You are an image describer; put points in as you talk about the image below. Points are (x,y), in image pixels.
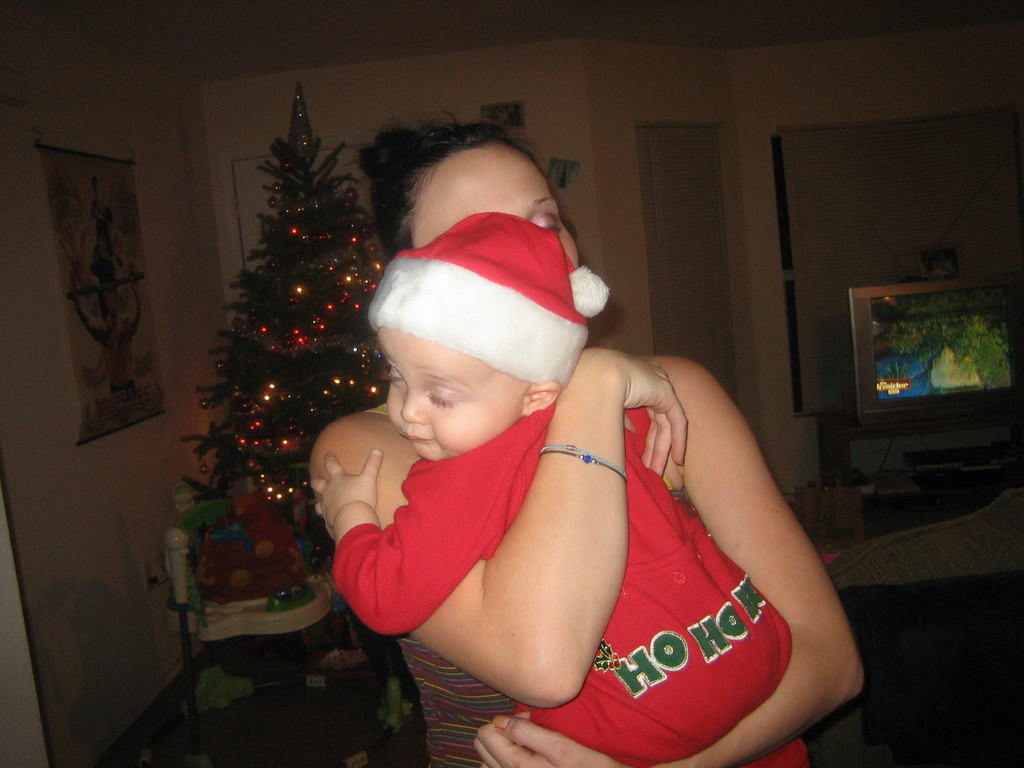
In this image in the center (552,436) there is a woman (522,537) standing and holding a baby (474,558) in her arms (557,565). In the background (305,310) there is Christmas tree (300,342) and on the wall (166,351) there is a frame (87,329) hanging, and there is a TV (896,350), there is window (800,245) and there is a door (648,258) and there is a stand (247,618) which is cream in colour.
